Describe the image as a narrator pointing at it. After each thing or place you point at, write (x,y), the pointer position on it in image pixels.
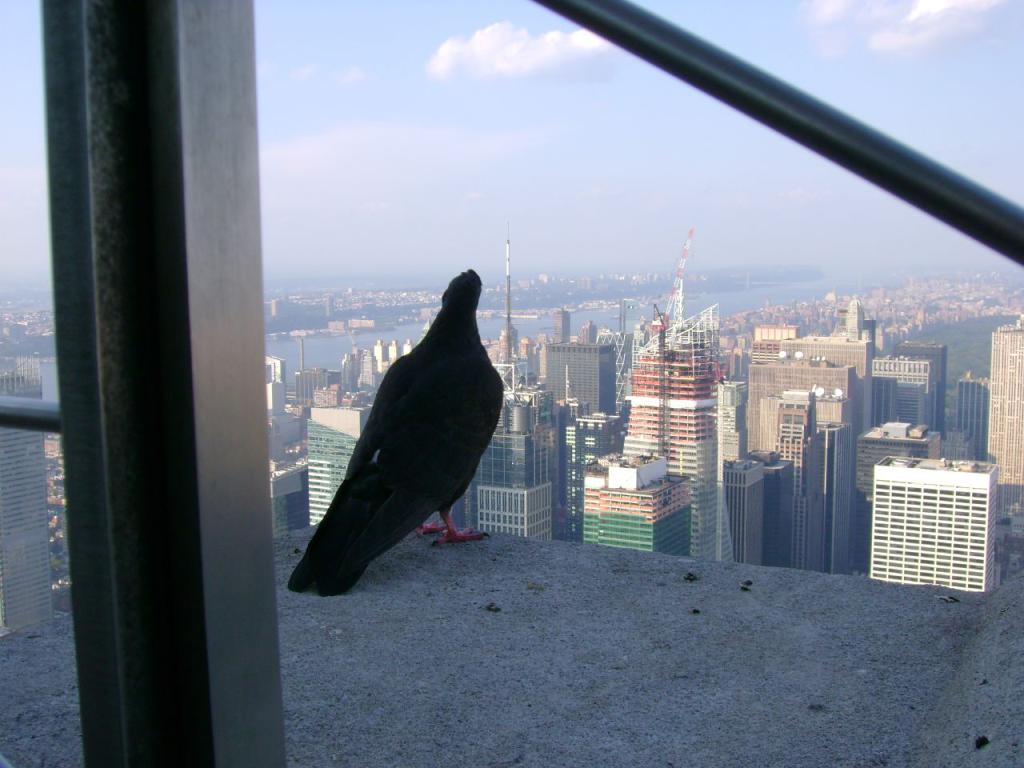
On the left side (118,633), there is a metal post (103,512). Beside this metal post (172,744), there is a bird (490,424) standing on a wall (548,594). In the background (922,457), there are trees (708,278), water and buildings (973,482) on the ground (814,316) and there are clouds (542,62) in the blue sky (388,23).
